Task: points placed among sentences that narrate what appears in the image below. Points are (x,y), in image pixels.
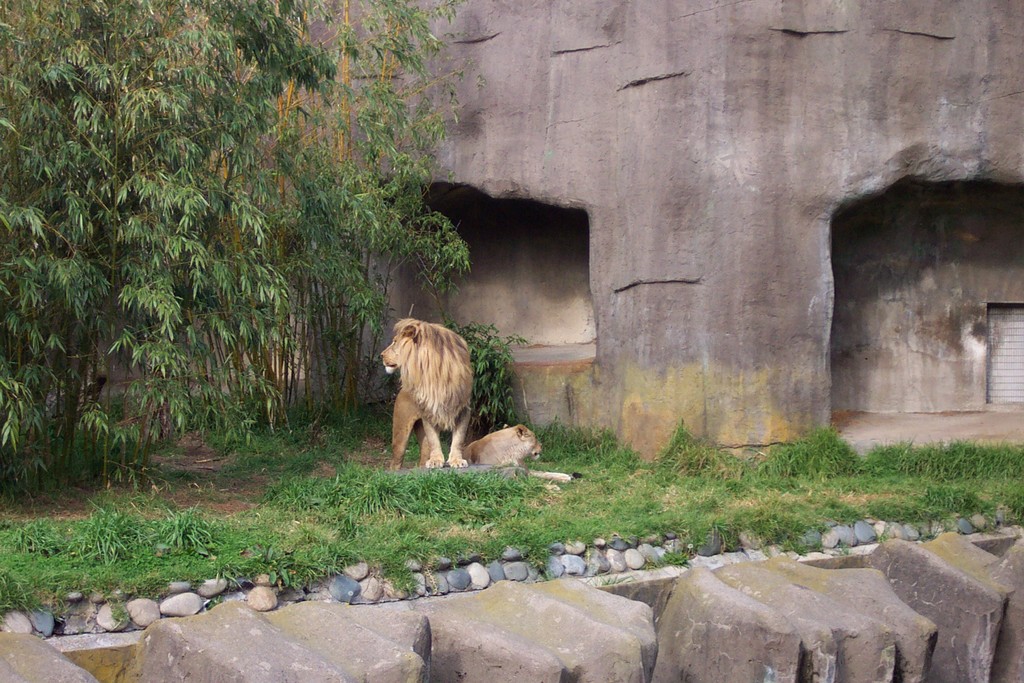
In this image I can see the stones (645,626) and the grass (462,544). I can see the animals (434,420). In the background (332,279), I can see the trees (371,175) and the wall (714,164).
